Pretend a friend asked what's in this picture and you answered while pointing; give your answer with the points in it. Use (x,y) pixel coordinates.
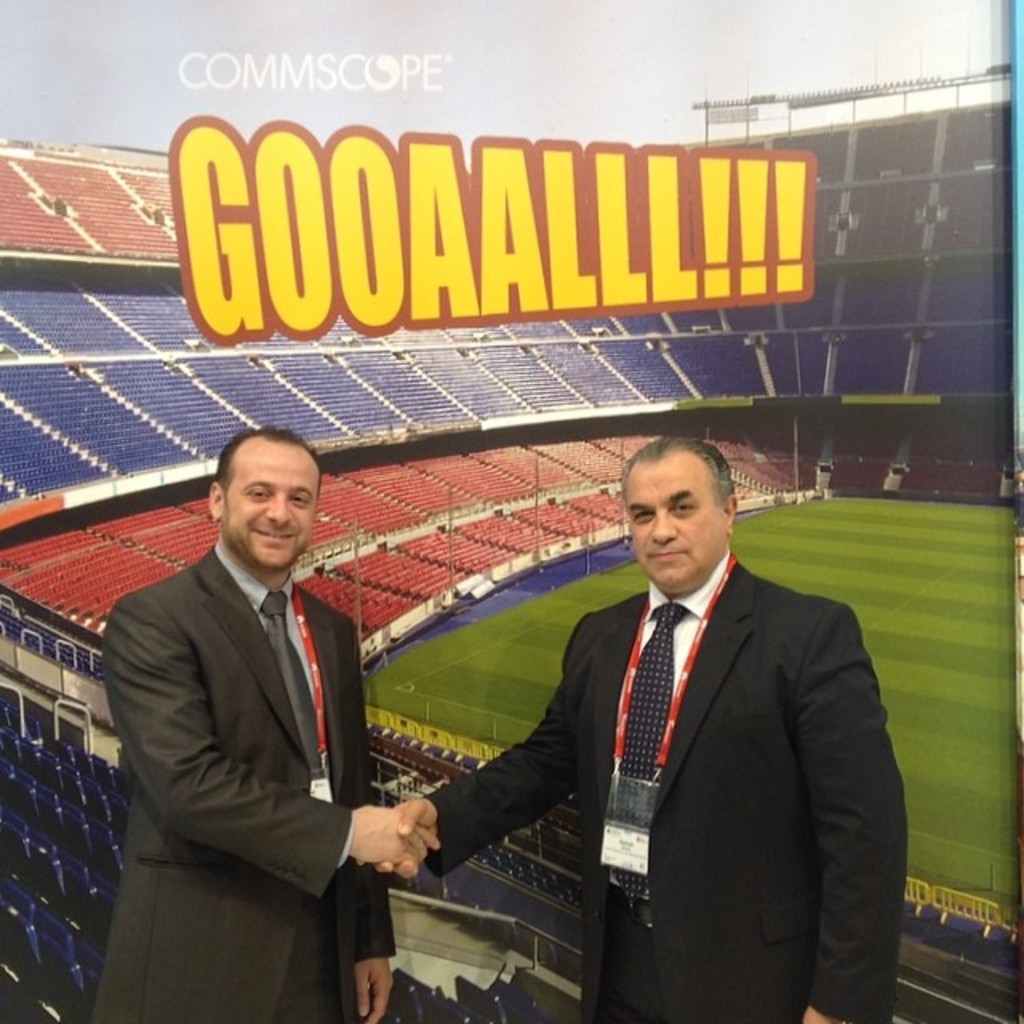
2 people (709,763) are standing wearing suits (485,819) and id cards (640,798). Behind them there is a banner (962,756) of a stadium (504,414).
